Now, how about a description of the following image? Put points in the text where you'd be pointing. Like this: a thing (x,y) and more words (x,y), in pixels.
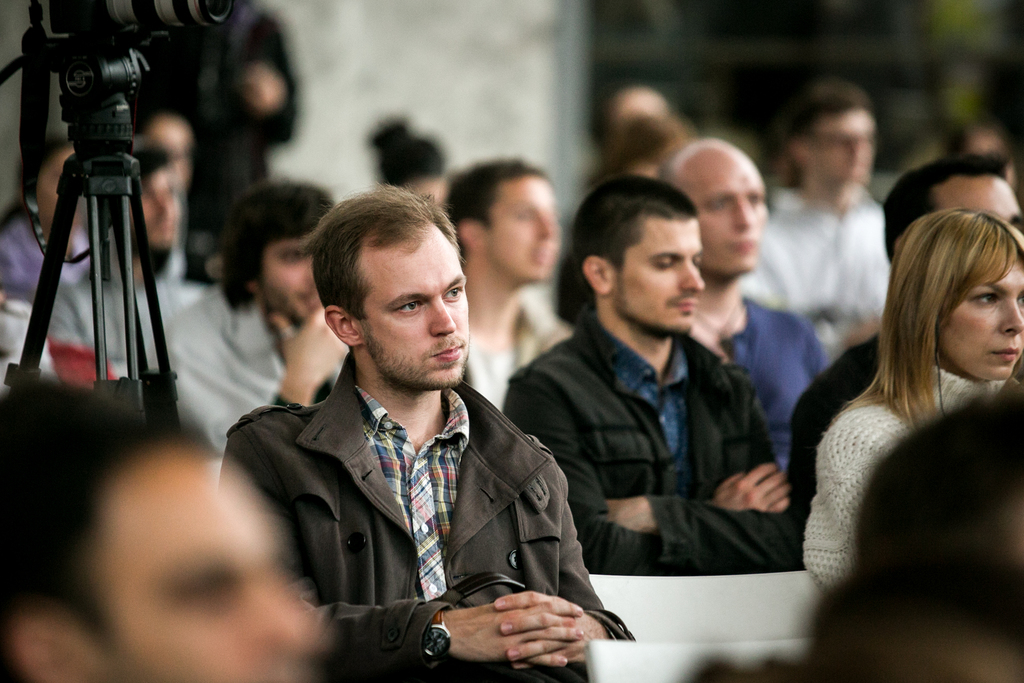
In this picture I can see group of people (5,247) sitting on the chairs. I can see a camera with a tripod stand (125,215), and there is blur background (418,2).
